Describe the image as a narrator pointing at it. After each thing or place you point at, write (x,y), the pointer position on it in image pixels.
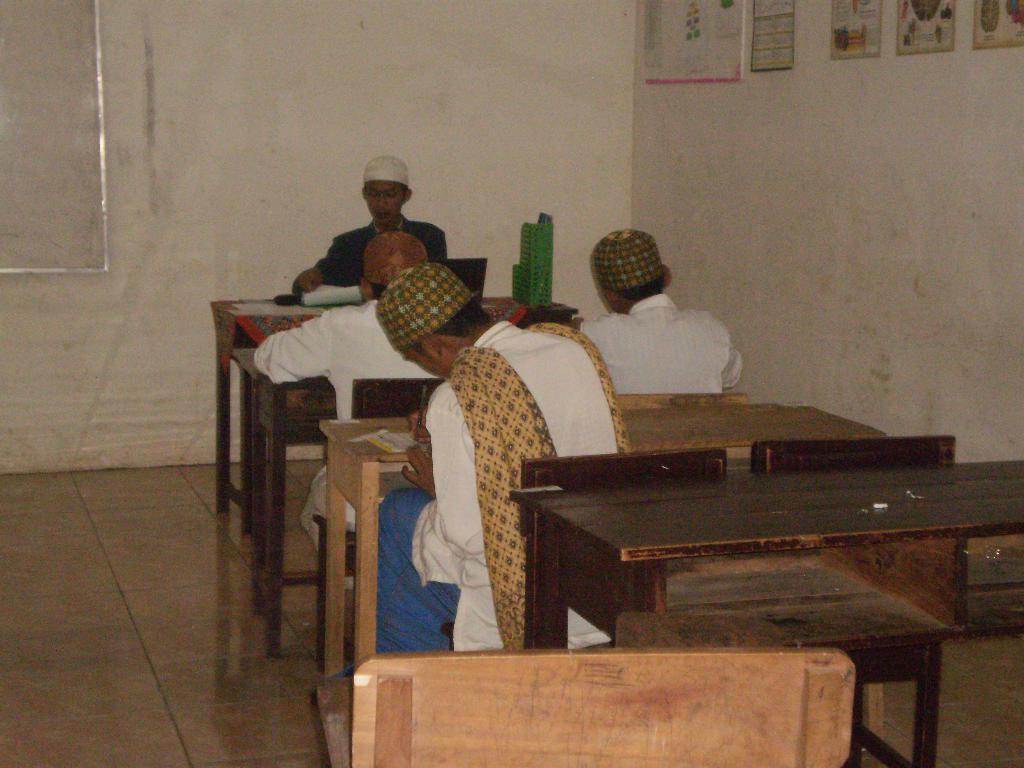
On the background (296,89) we can see a wall (167,105), board (55,123) and frames (770,19) on a wall (1000,77). We can see boys (674,368) sitting on chairs (409,394) in front of a table (392,423) and they are writing. This is a floor (136,605).
